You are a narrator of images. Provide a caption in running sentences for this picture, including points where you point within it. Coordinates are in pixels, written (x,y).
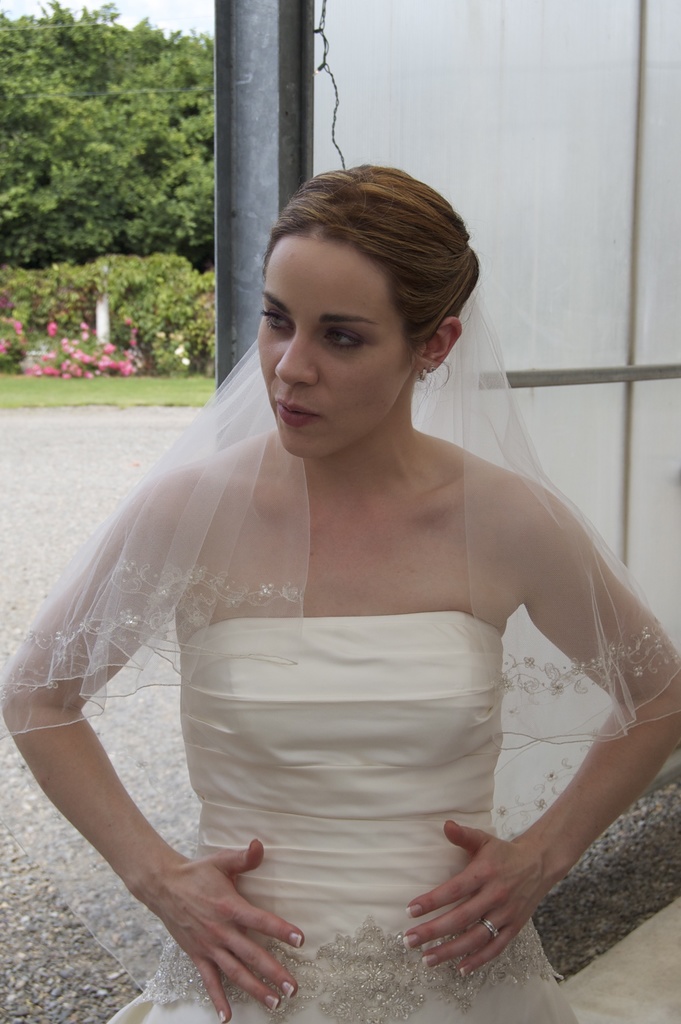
Here, at the middle (382,678) we can see woman (434,542) standing, in the background (236,94) there is a pole (259,125) and there are some green color plants (98,275) and trees (86,86).
